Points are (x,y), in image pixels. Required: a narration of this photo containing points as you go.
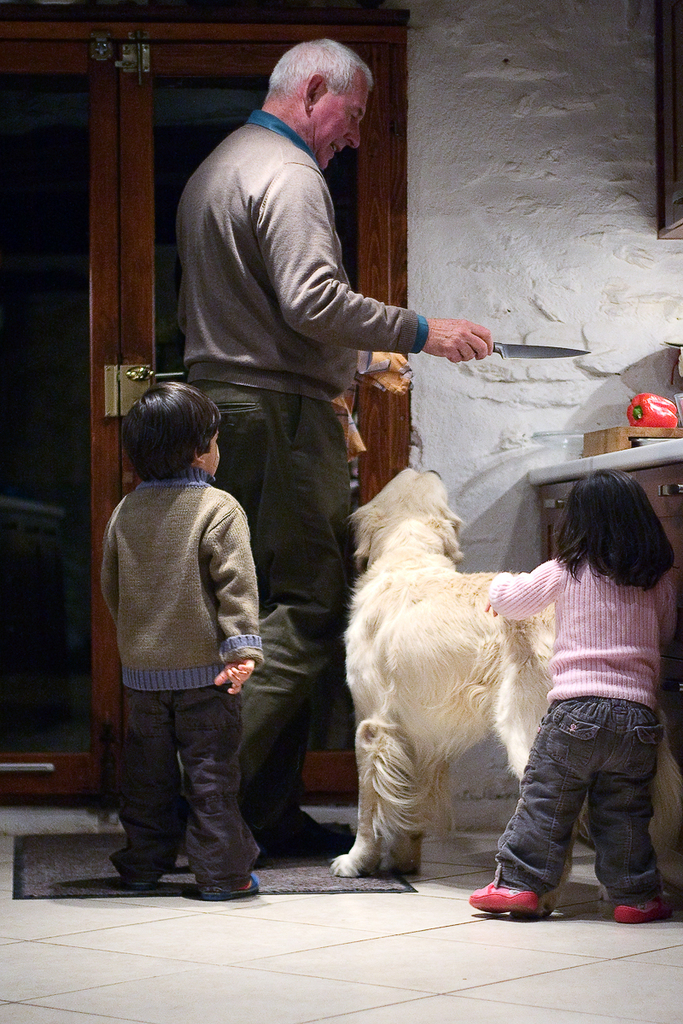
In this picture there is a man (249,298) standing holding a knife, there is a dog (372,569) beside him. There are two little kids (225,730) standing, in the backdrop (44,191) there is a door (156,174) and a wall (559,184).
